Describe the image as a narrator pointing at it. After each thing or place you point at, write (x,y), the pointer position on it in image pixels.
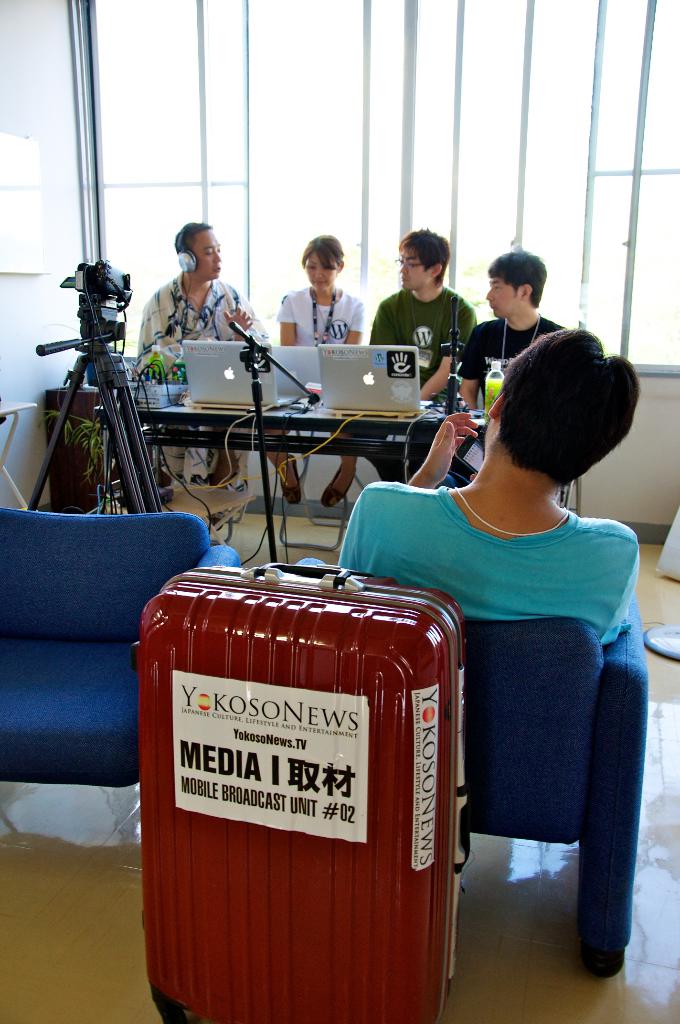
Here are five people (447,291) sitting on the chairs (496,621). This is a maroon color luggage bag (306,945) with a paper (282,719) attached to it. This looks like a video recorder (108,305) on the tripod stand (64,410). This is a table (306,417) with three laptops (272,375) and some objects (157,378) on it. At background (232,235) this looks like a window (530,190).
